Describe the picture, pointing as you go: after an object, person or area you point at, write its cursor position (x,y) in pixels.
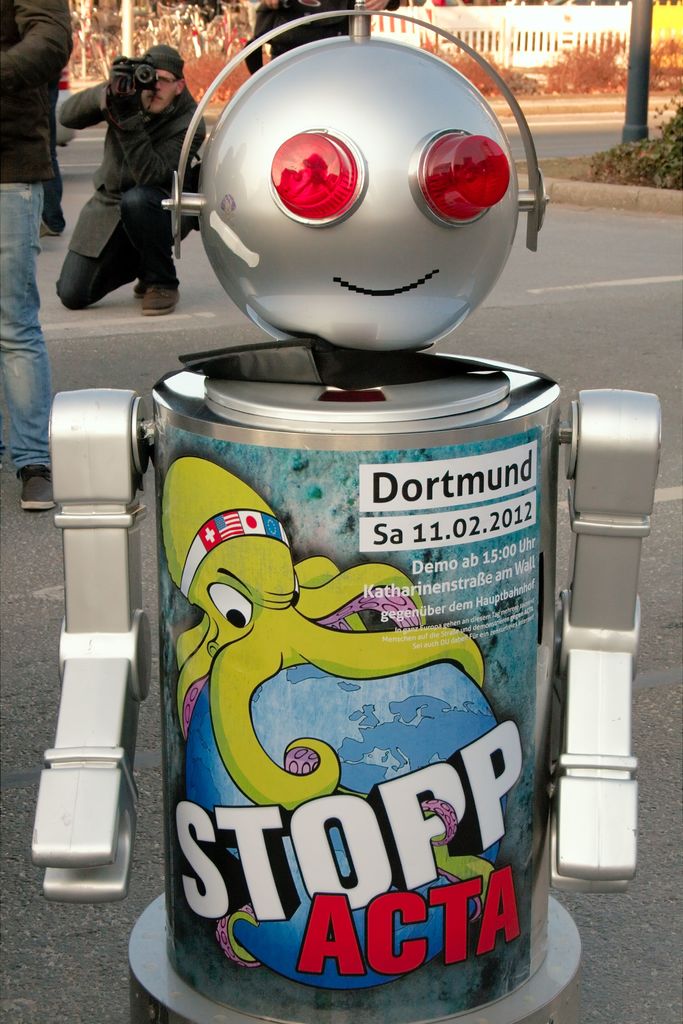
It is in the shape of a robot (526,745), on the left side (157,174) a man (151,194) is taking the photograph by sitting on the road (60,321).
